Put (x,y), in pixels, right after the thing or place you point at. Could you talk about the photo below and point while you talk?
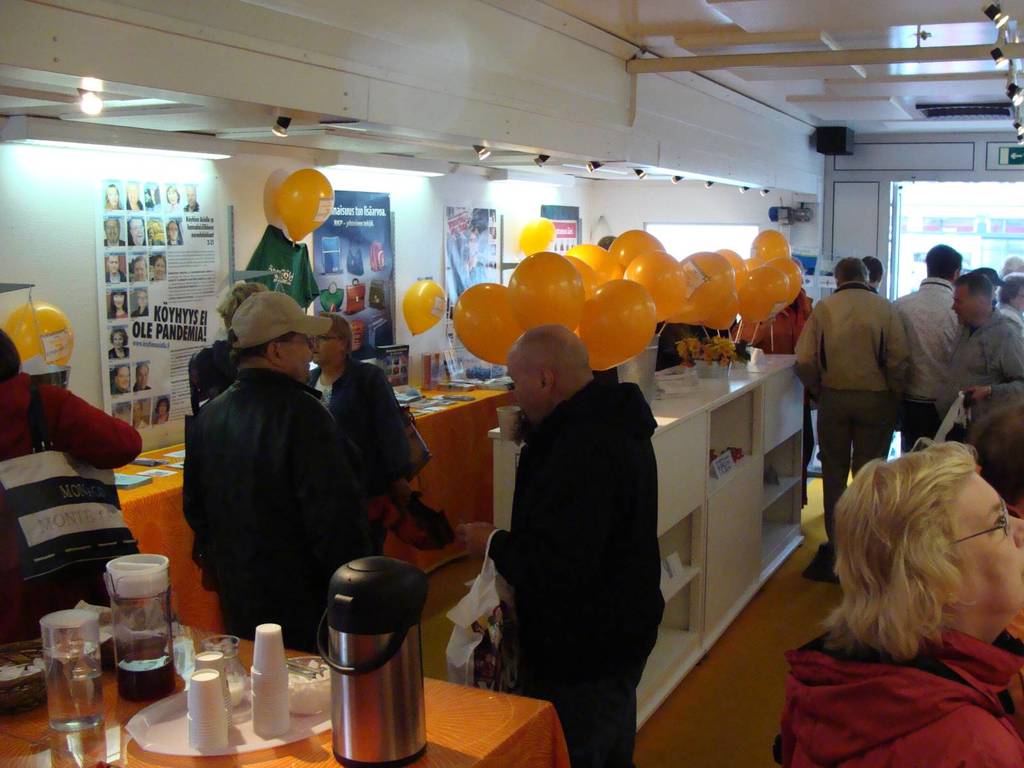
In this image there are people (967,689) standing and there are tables (128,751). We can see balloons (519,336), glasses (263,717), tray (135,738), jug (65,690) and a container (394,710) placed on the table (468,756). We can see boards (183,359) placed on the wall (404,291) and there are lights (766,188). On the right (946,189) there is a door (909,231).
